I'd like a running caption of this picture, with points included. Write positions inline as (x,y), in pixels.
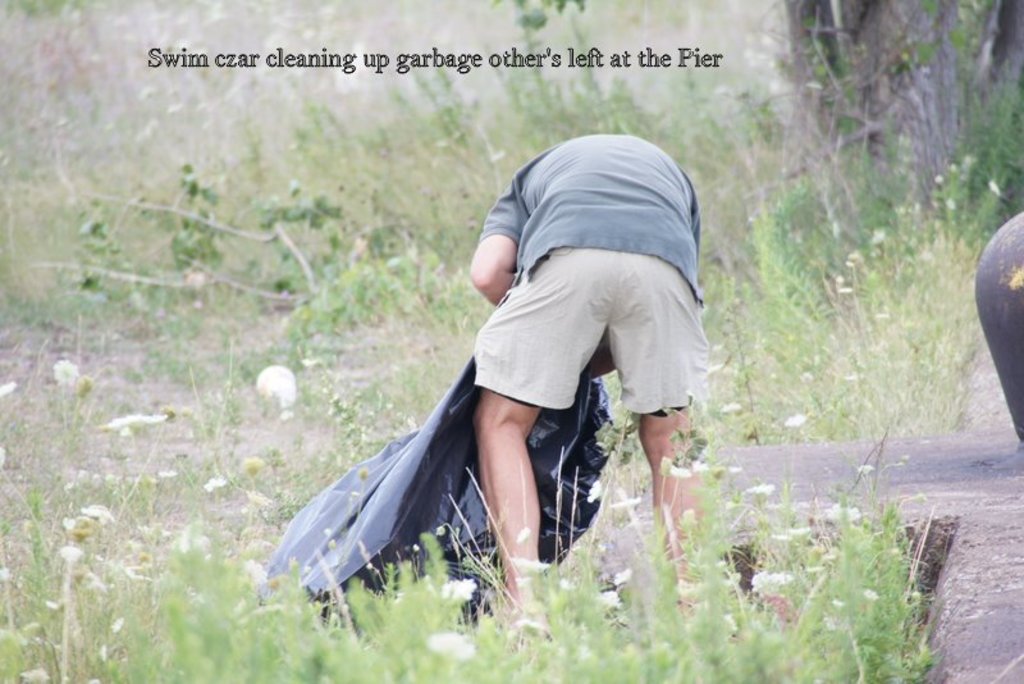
In the center of the image (572,274) a man (480,342) is standing and holding a cover (395,473). In the background of the image (195,170) we can see some plants (677,149), flowers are there. On the right side of the image (975,524) a road (950,498) is present. At the top right corner (909,36) tree (902,49) is there.
